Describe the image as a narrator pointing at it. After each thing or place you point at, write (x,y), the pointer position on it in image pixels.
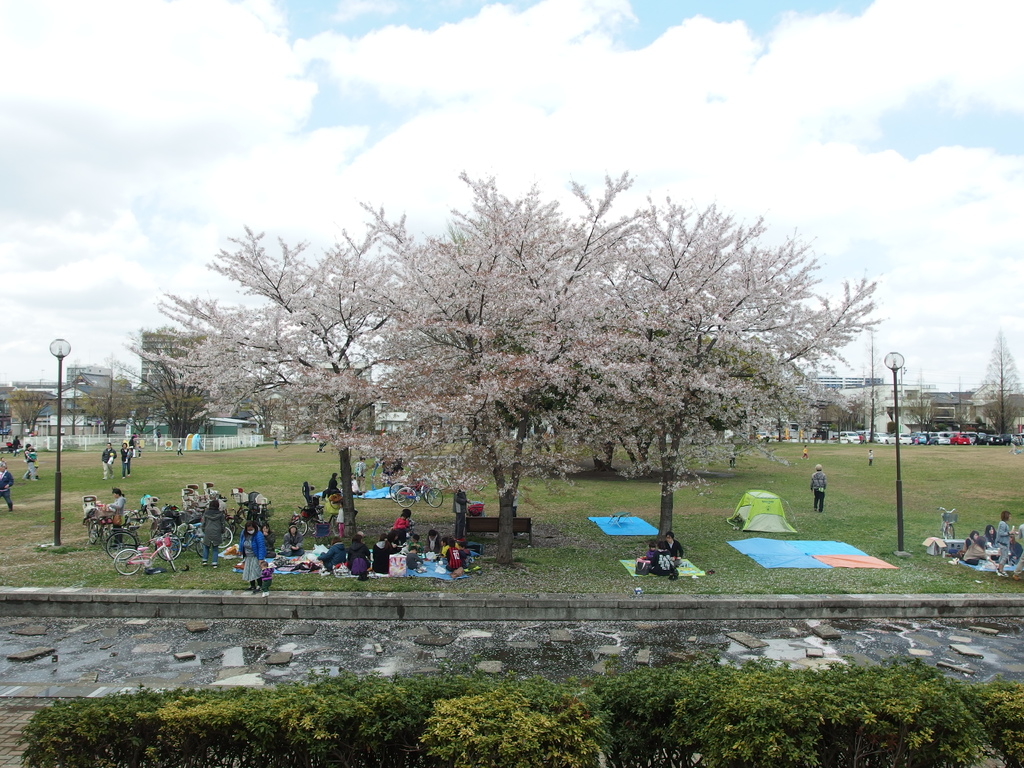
In this image in the center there are a group of people (1007,529) some of them are sitting and some of them are standing and some of them are walking. At the bottom (140,657) there is a walkway (119,658) and some plants (938,698), in the background (994,411) there are some buildings (906,400), trees (748,401), vehicles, poles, and lights (66,346), at the top of the image (385,114) there is sky (499,138).
